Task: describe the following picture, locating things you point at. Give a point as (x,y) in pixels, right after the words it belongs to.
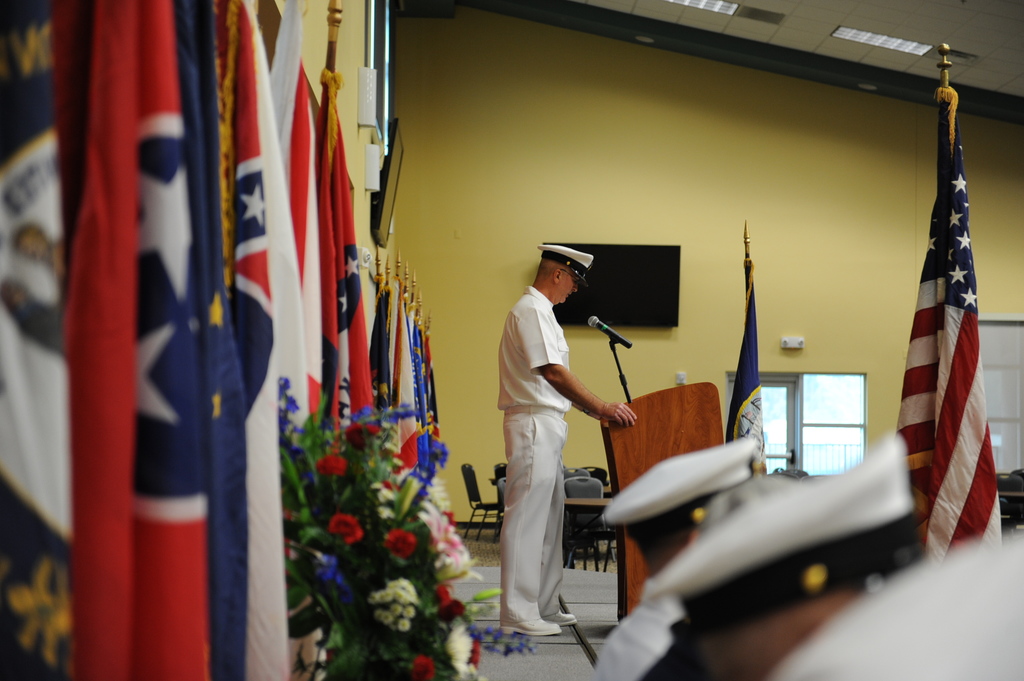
In this picture I can see there is a man (553,423) standing and speaking and there are some other people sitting here. There are some flags (3,295) on the dais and there is a wall (574,356) in the backdrop (651,218).
